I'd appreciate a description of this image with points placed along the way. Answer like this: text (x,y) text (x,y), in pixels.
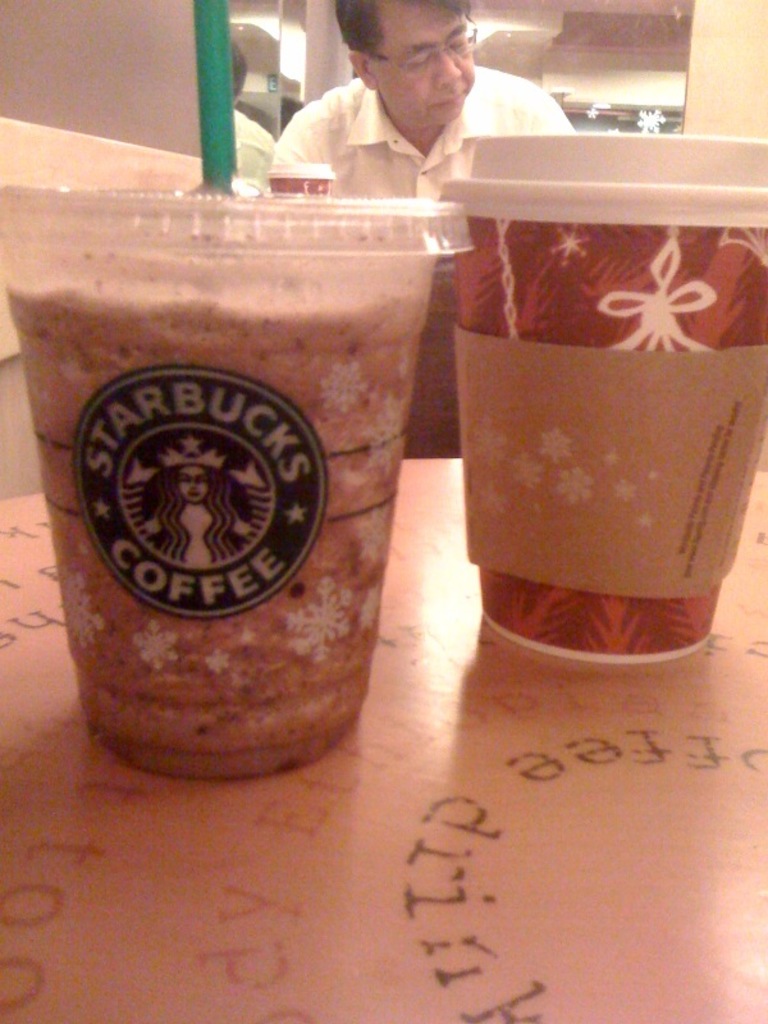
This image is taken inside a coffee shop (135,414). In this image there is a table (385,844) and on top of that there is a coffee (192,317) in a tumbler (192,409) with a straw (214,128) in it and there is a text (90,451) on it written, Star bucks coffee. At the back (395,1) there's a man (496,84) wearing spectacles (453,48). In the background (24,65) there is a wall (81,77).
